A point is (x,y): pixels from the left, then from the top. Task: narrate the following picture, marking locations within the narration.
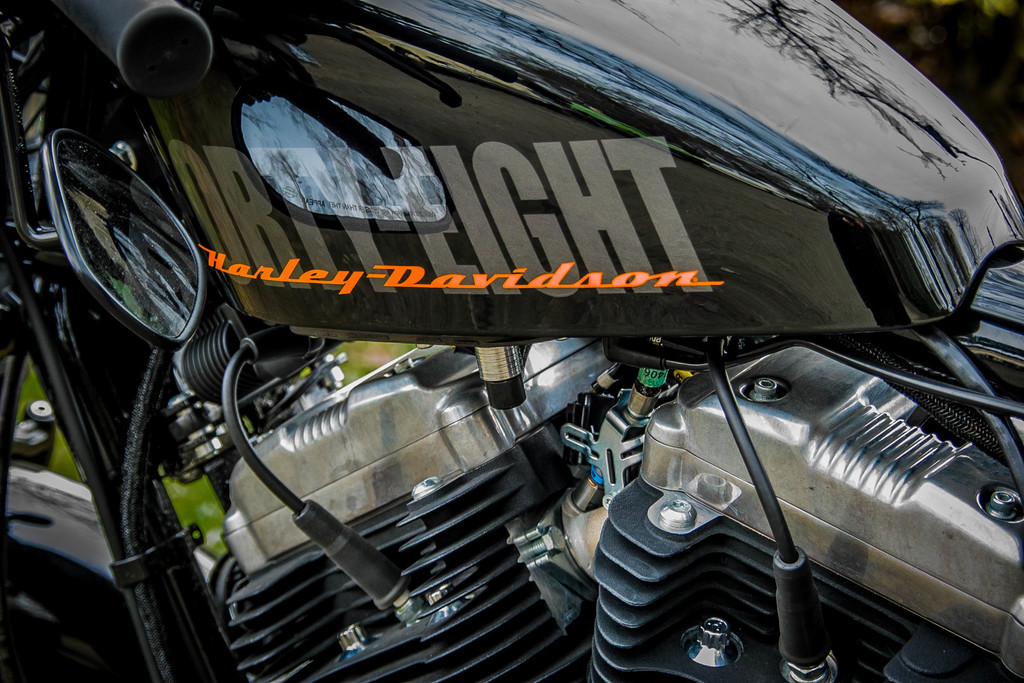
Here we can see a black color bike (414,270) and its engine parts (372,427) and cables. In the background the image is blur.
